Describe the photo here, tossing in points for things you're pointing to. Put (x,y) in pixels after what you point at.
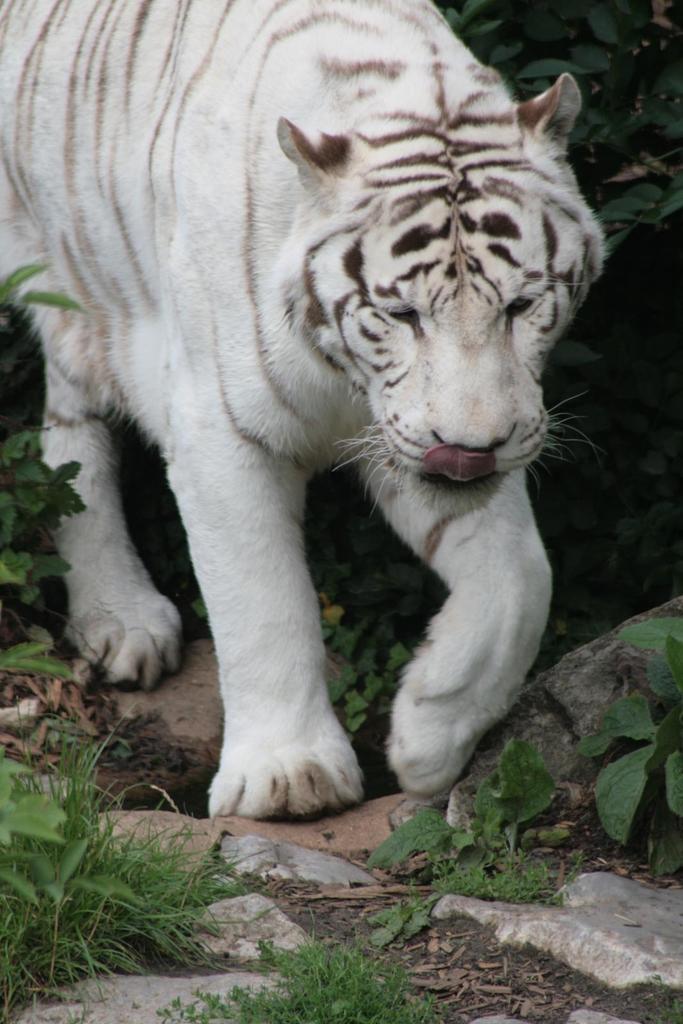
In this image we can see a white tiger (301,357) on the ground (139,801). We can also see some stones (394,827), grass (298,991) and some plants (392,835).
